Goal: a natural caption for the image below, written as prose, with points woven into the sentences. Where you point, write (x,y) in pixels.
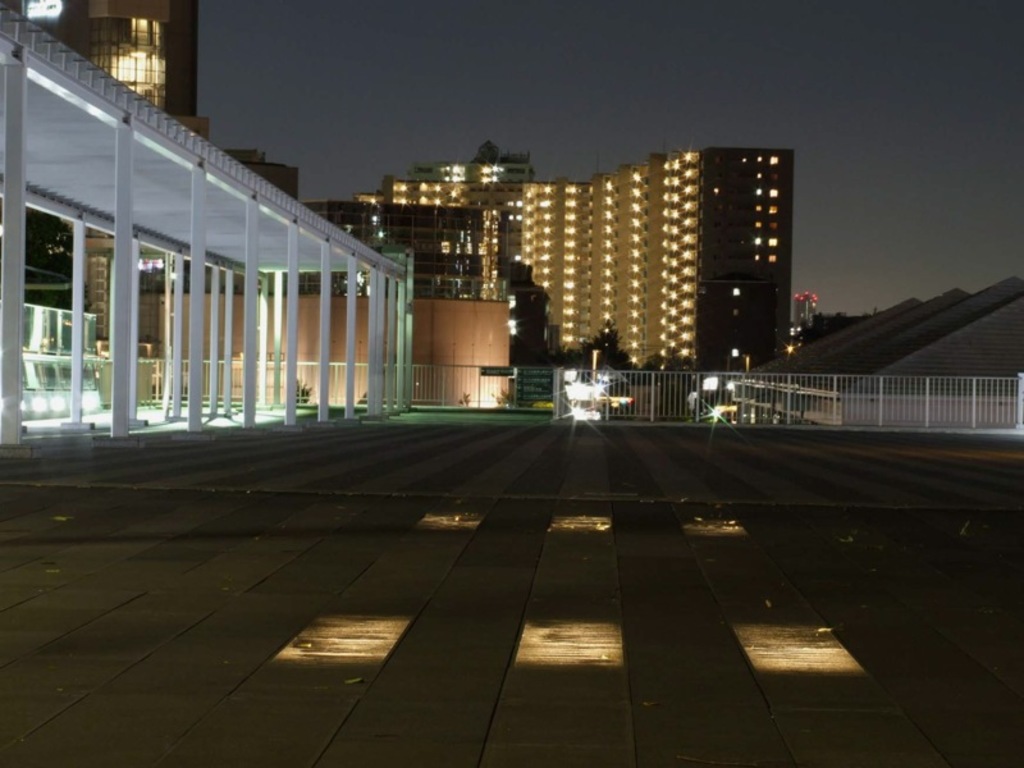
In this picture I can see some buildings (520,295), lights (607,242), we can see some pillars (191,311) with roof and also fencing (147,368).
